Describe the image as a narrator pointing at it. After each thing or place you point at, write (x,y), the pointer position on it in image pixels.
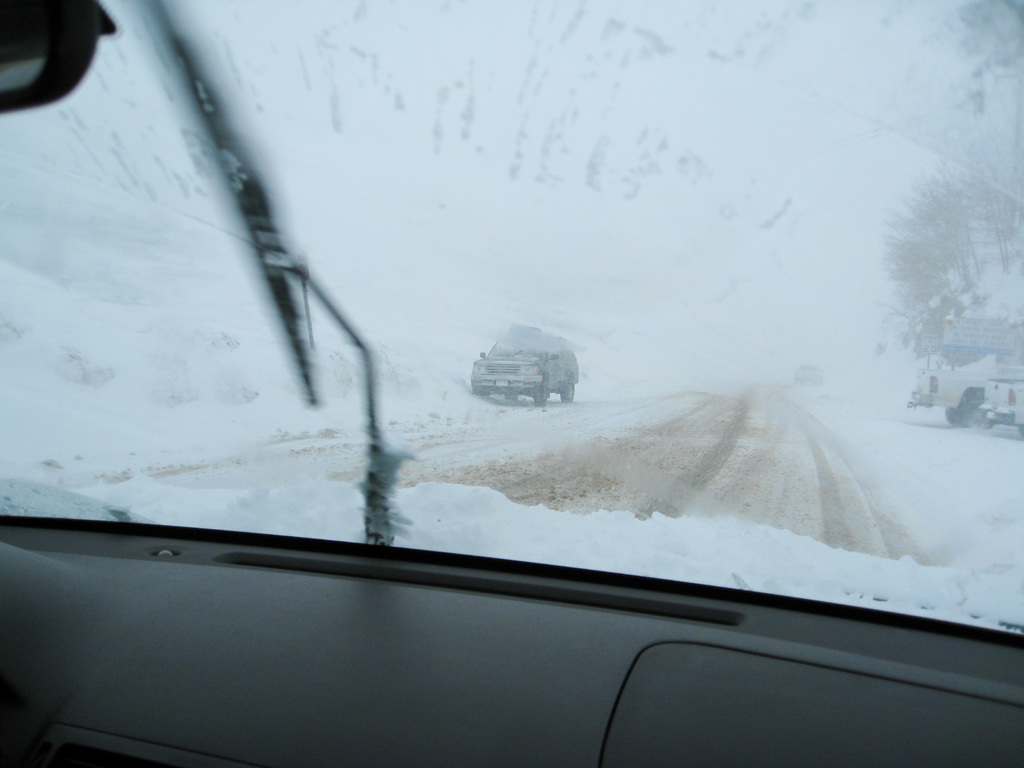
This image is clicked from a vehicle (98,40), in the front (680,467) there is path (724,444) with snow (831,250) on either side of it with several vehicles (532,357) on side of the road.
